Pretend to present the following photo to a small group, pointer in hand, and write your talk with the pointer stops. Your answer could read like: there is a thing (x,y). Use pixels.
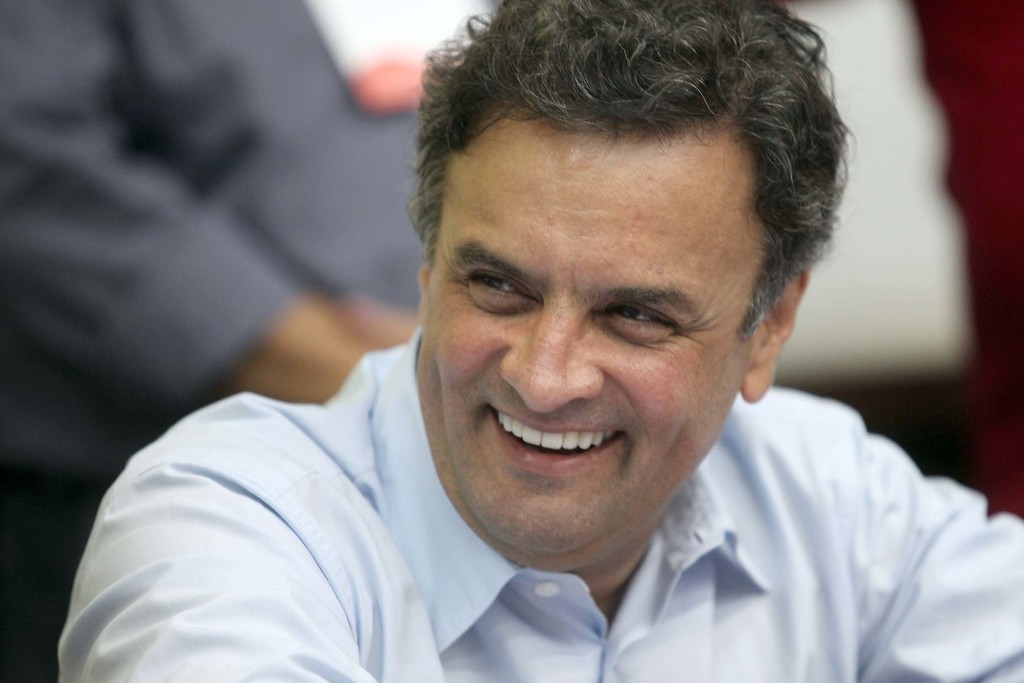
In this image, we can see a person (587,539) is smiling. Background (1018,467) we can see the blur view. Here we can see a person (301,243).
